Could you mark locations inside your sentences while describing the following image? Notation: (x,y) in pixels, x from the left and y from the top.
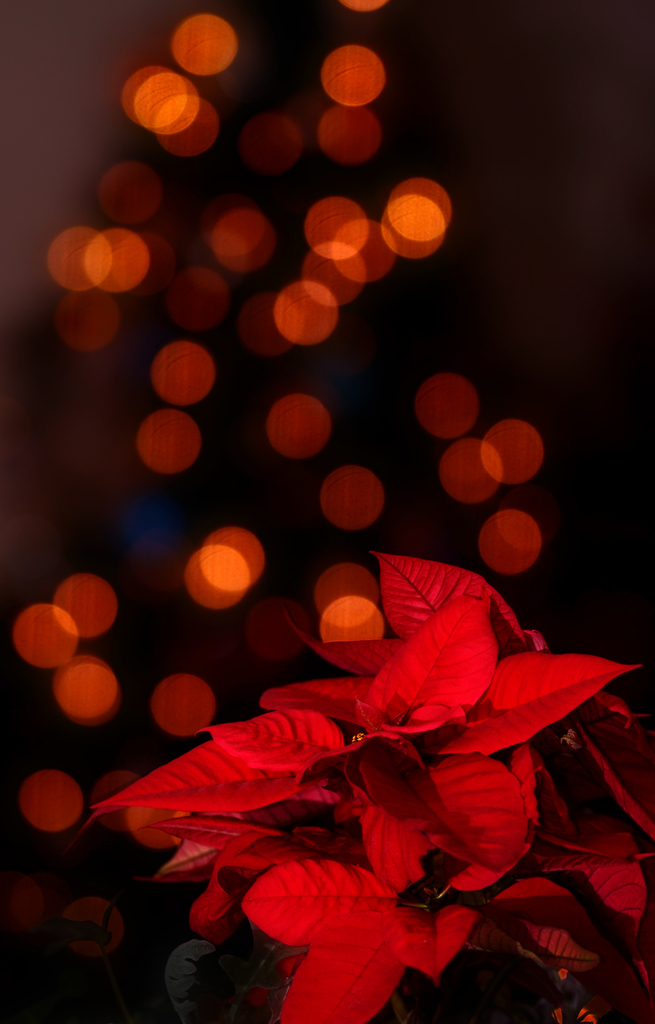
In this image I can see few red color leaves (487,749). Background (527,247) is in black and red color.
